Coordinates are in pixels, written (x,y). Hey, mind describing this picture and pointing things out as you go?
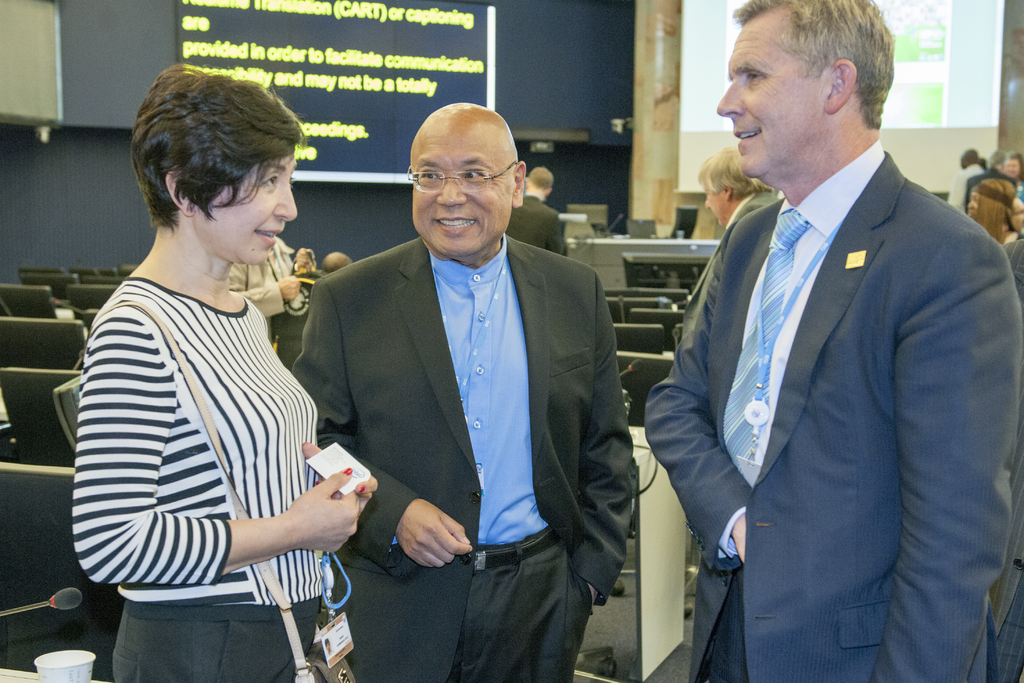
This picture describes about group of people (309,366), in the background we can see few chairs (17,533), microphones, hoarding (450,39) and a projector screen (889,115), in the bottom left hand corner (60,652) we can see a cup (76,654).
